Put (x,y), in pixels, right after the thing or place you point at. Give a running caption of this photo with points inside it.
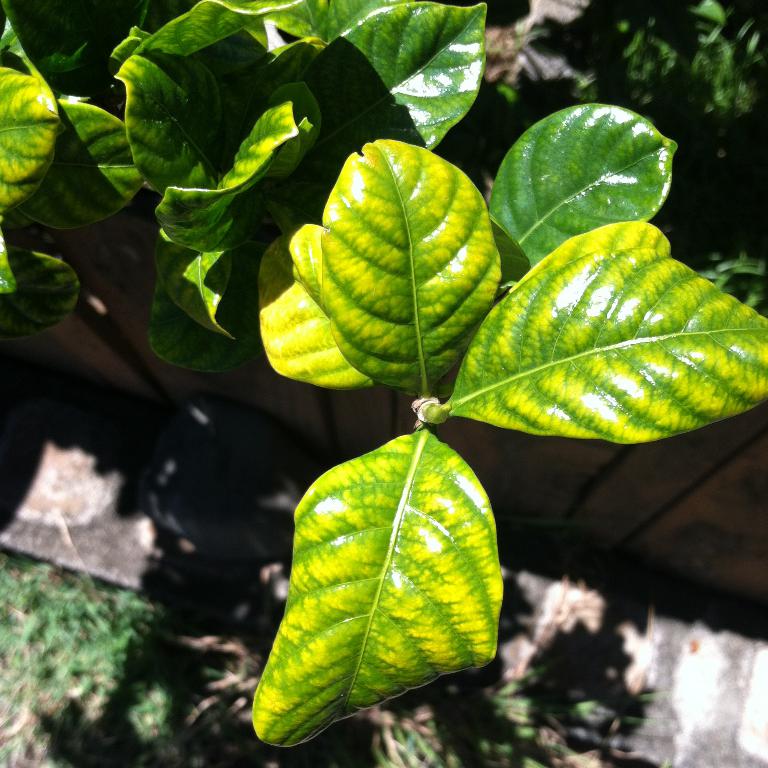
In this picture we can see green leaves (388,237). In the background of the image (505,539) it is blurry.
